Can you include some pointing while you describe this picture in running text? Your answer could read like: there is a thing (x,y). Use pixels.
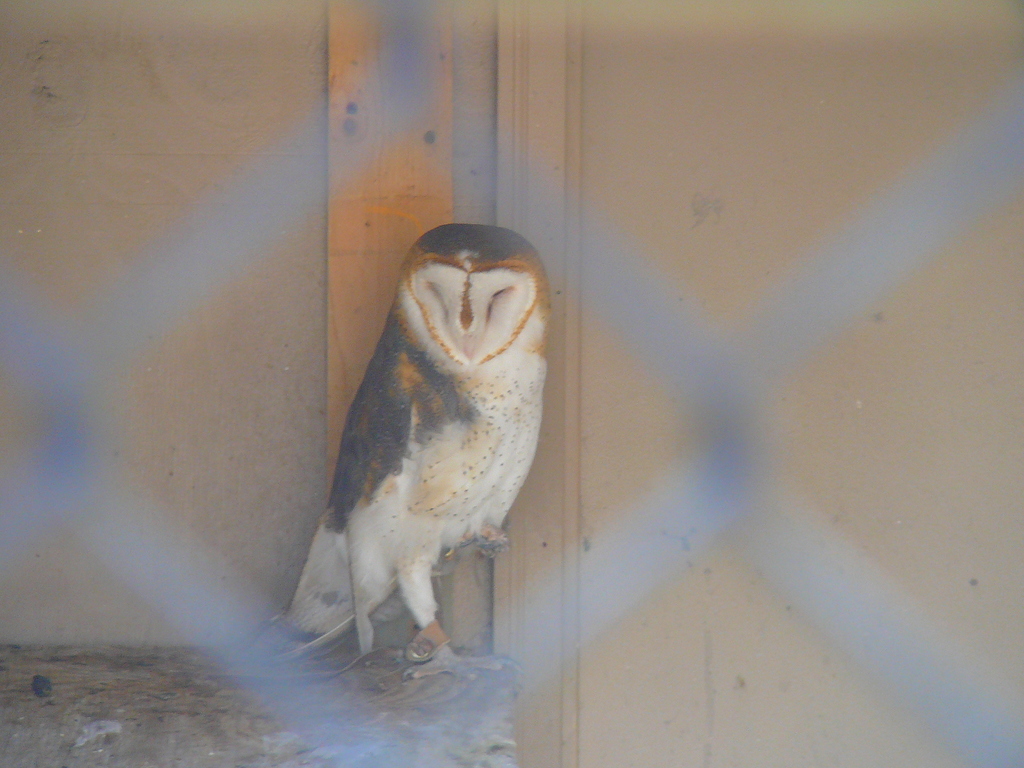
In this image there is a bird (427,412) on the stone (389,677). In the background (481,79) there is a wall (558,73). In front of the bird (484,296) there is a grill (406,118).
